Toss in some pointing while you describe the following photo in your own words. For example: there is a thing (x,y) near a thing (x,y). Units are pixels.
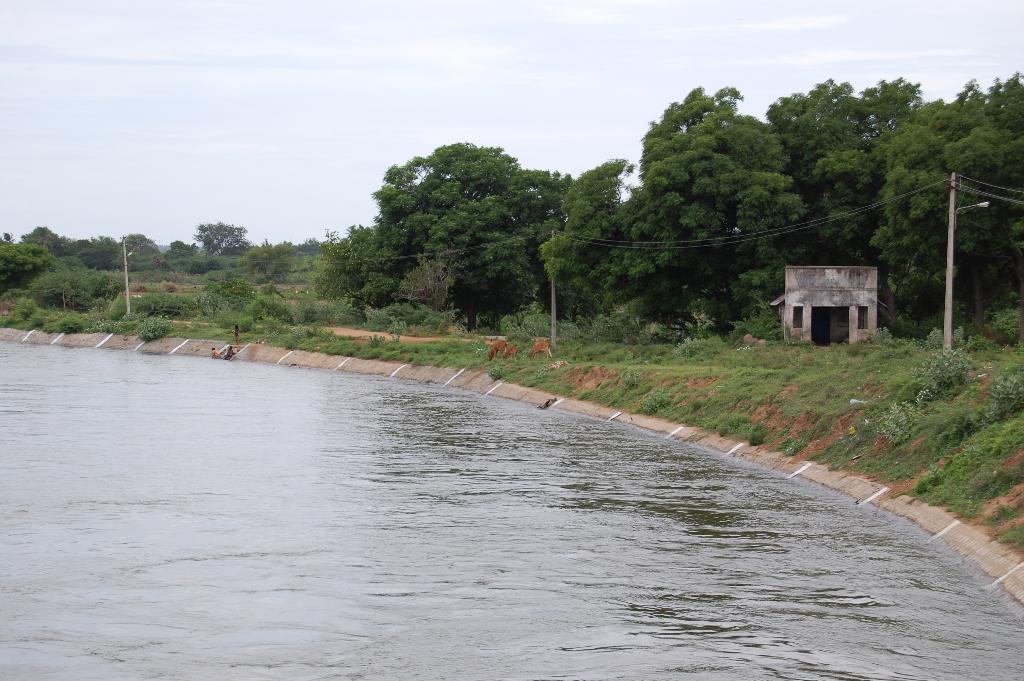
This picture shows few trees (596,300) and we see water (240,518) and few plants (880,407) on the ground (402,363) and we see a cloudy sky (511,96) and few poles (949,306) with lights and we see a house (825,295).
